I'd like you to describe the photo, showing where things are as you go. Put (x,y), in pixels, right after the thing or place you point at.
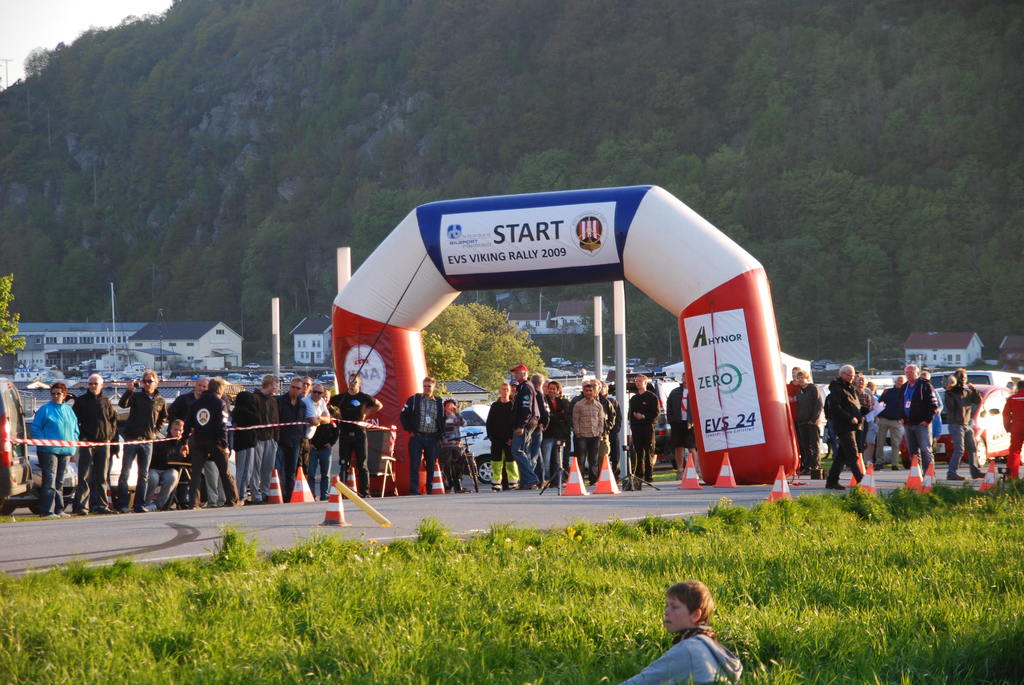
This image is taken outdoors. In the background (283,113) there is a hill (219,140) and there are many trees (129,201) and plants (829,139) with leaves (928,211), stems (880,174) and branches (897,277). At the top left of the image (42,25) there is the sky (52,20). In the background (139,361) there are many houses (157,361). Few cars (993,426) are parked on the road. There is a tree (442,359). In the middle of the image (504,413) many people (142,419) are standing on the road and a few (838,416) are walking. There are many safety cones (272,486) on the road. There is an air balloon (439,238) like an arch (718,291). At the bottom of the image (416,645) there is a ground (571,658) with grass (793,523) on it and there is a person (683,634).
